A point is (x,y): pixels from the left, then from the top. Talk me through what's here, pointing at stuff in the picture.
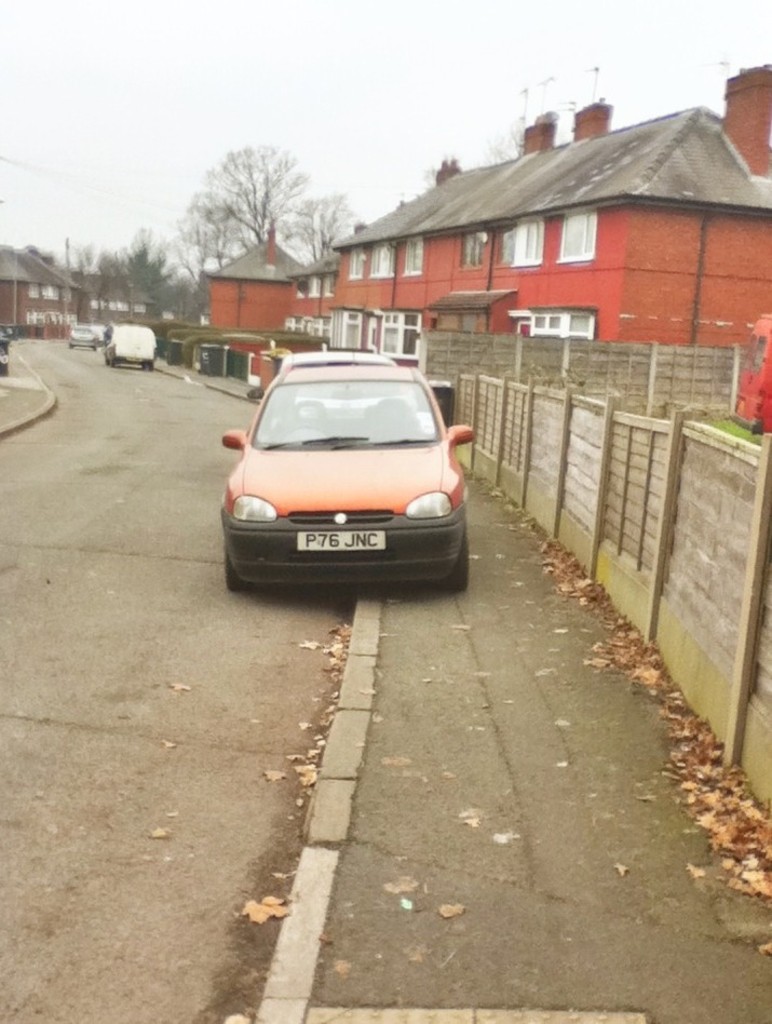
In this picture we can see vehicles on the road (268,896) and in the background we can see buildings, trees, plants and the sky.
